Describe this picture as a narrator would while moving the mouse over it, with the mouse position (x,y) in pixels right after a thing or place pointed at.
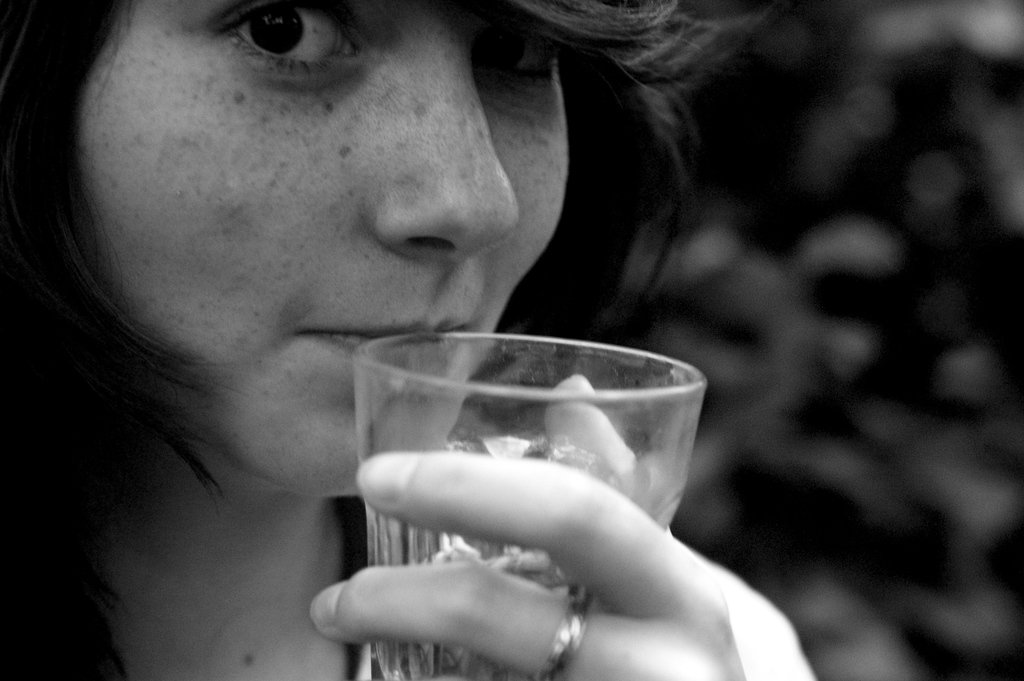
It is a black and white image. In this image we can see a woman (600,614) holding the glass (610,465) and the glass (596,437) is nearer to her lips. The background of the image is unclear.
